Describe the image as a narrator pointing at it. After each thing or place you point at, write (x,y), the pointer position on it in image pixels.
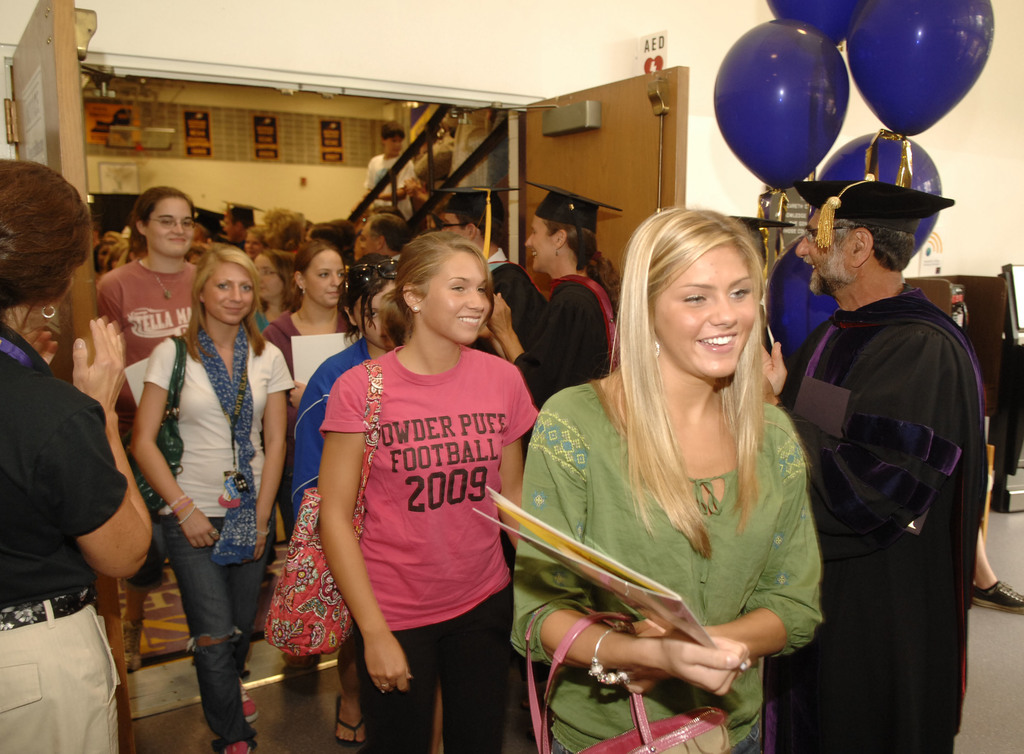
In this image we can see group of persons (164,336) walking on the floor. On the right side of the image (815,447) we can see person (939,370) and balloons (838,175). In the background (391,170) we can see stairs (391,172), persons (380,179), wall (242,183) and door (646,159).
